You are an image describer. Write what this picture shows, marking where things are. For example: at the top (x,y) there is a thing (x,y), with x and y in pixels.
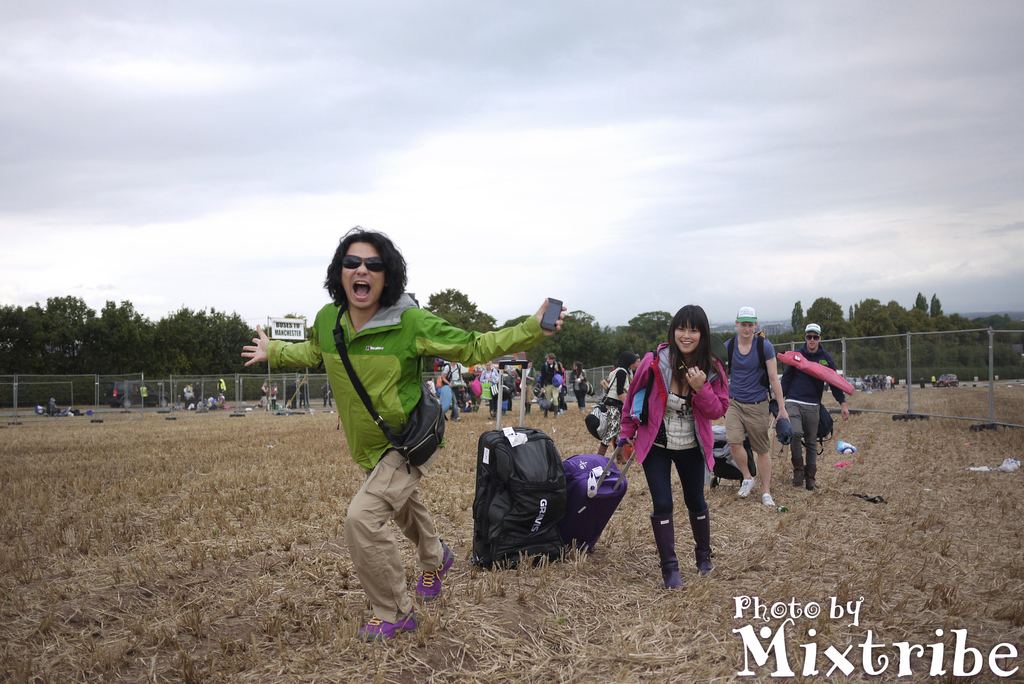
In the image we can see there are people (378,393) standing on the ground (276,483) and the ground (253,589) is covered with dry grass (412,580). Behind there are trees (66,321).
